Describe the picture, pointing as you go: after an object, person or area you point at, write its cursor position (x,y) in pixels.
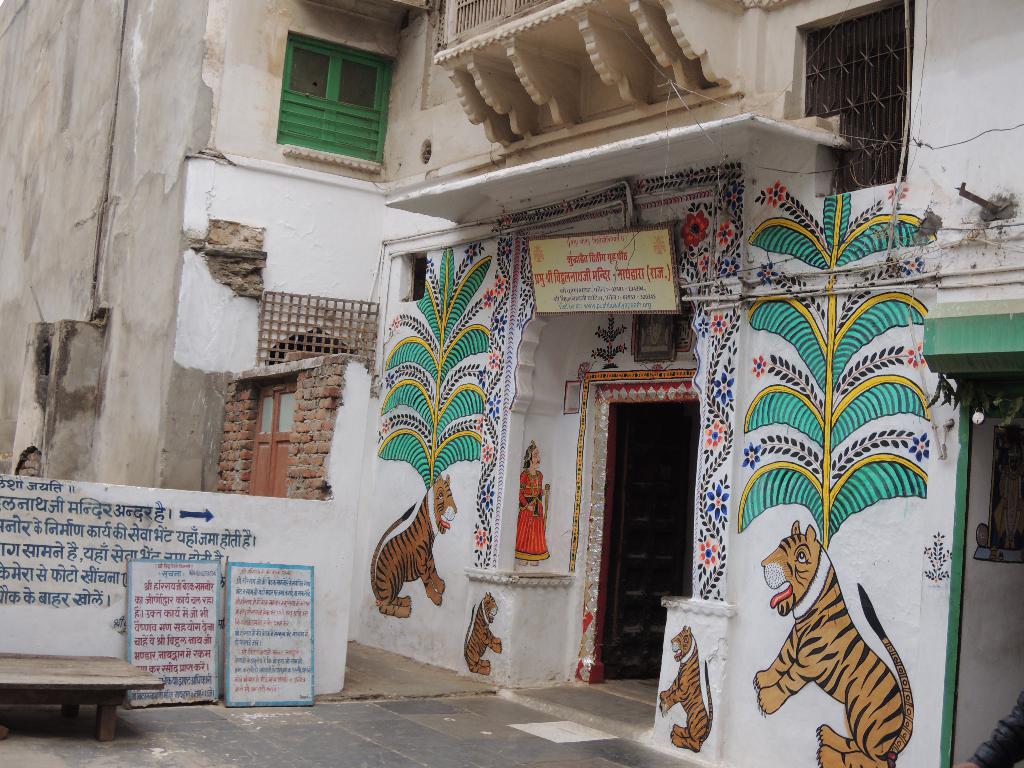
In this image in the center (398,274) there are buildings (554,351), and on the buildings (506,484) there is art (494,294) and in the center (569,265) there is a board (600,261). On the board (599,270) there is text (554,276), and on the left side of the image (178,628) there are some boards (239,677). At the bottom (312,731) there is floor (467,718) and on the right side (976,338) there are some objects (987,391).
